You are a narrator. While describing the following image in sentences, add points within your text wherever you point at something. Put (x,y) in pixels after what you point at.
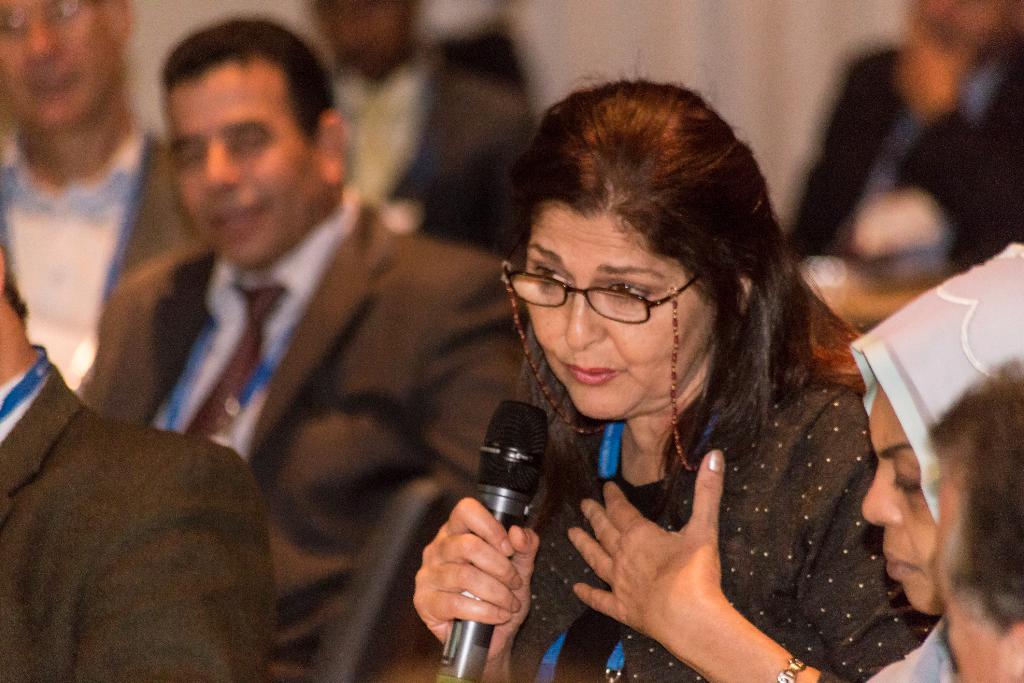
In this image there are group of people (522,243). There is a woman (547,456) holding a mic (481,630).
